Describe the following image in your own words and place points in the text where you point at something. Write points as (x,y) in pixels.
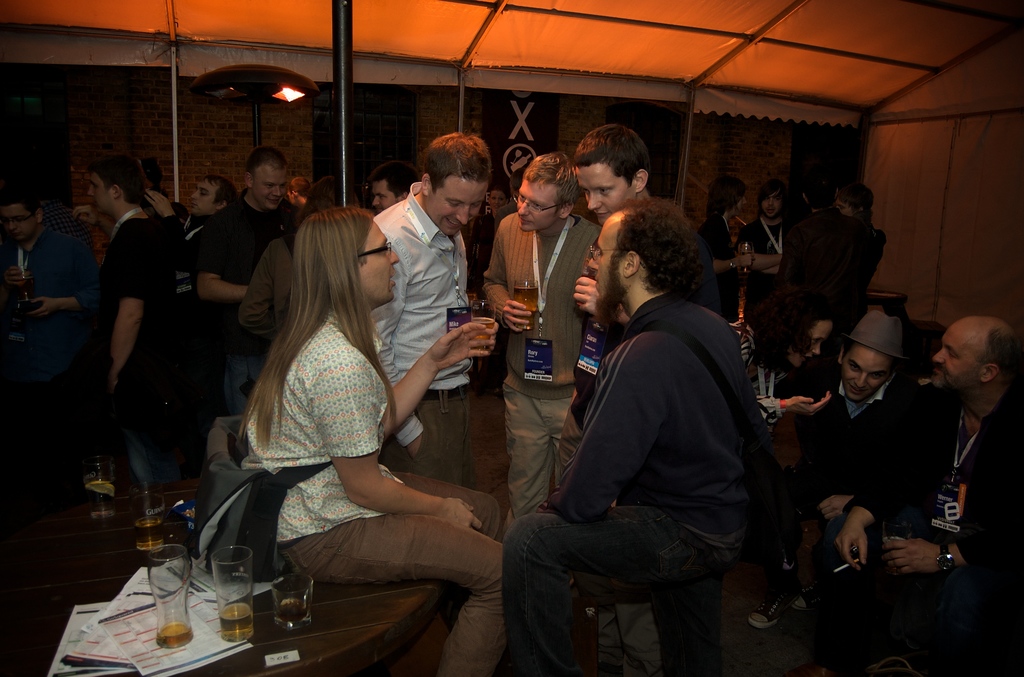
In this picture we can see a group of people (591,203) standing in a room (447,260), on the right side of the picture (973,449) the man (960,442) is smoking a Cigar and in front of the image this person (357,376) is sitting on the table (366,588), the table (359,599) consists of a glass of drink (297,610) and some of the papers (143,643), the people (452,260) here are drinking some alcohol (279,613).
